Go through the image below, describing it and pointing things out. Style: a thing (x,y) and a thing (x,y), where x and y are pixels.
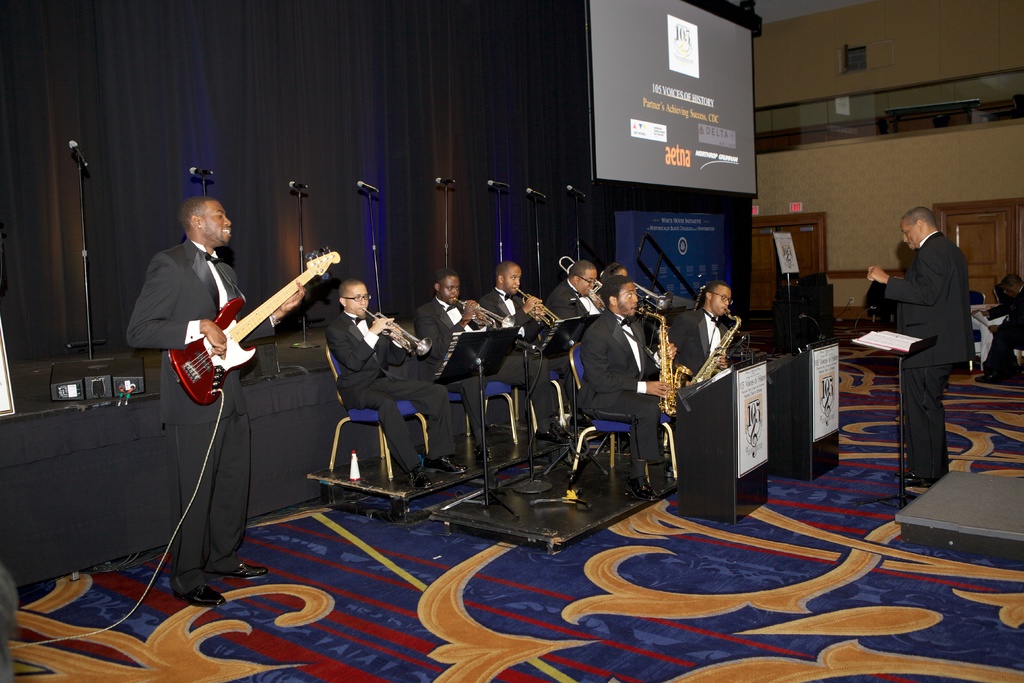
In this image on the floor (150,614) there is a colorful design carpet (450,585), on which there are few people (357,346) sitting on chairs (579,362), holding musical instruments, in front of them there are podium (717,404) and a person (197,407) holding a guitar (226,356), cable cord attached to the guitar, at the top (264,153) there is a curtain (283,148) mike (367,184), screen (620,119) on which there is a text (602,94), a person (924,216) visible on the right side (908,281), beside him there is a stand (873,349) on which there is a book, there is a person (1016,307) sitting on chair (1002,298) visible in front of the door (979,227) and the wall (817,185) on the right side (859,162), there is a hoarding board (635,238) kept on which there is a text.
